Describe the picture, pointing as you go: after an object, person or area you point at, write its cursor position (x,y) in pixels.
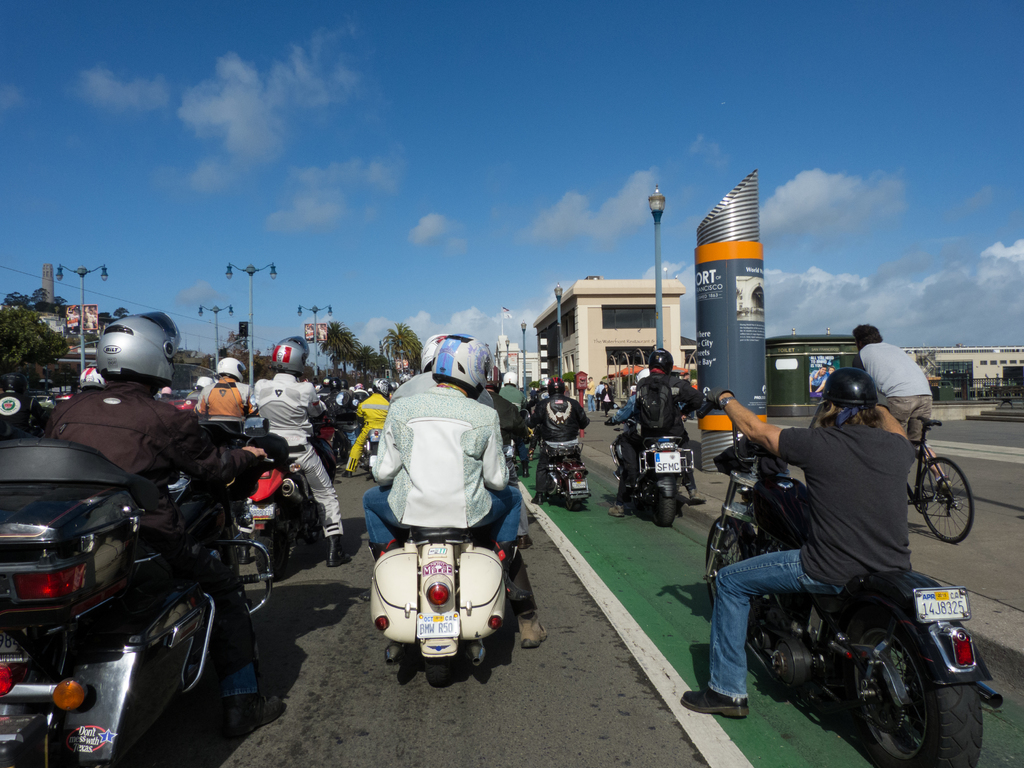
In the center of the image (491,376) we can see a few people (756,573) are riding bikes (869,585) on the road (709,611) and they are wearing helmets (848,388). And we can see a person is riding a cycle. In the background (465,147), we can see the sky (441,157), clouds (816,294), buildings (624,334), trees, poles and a few other objects (1014,400).
